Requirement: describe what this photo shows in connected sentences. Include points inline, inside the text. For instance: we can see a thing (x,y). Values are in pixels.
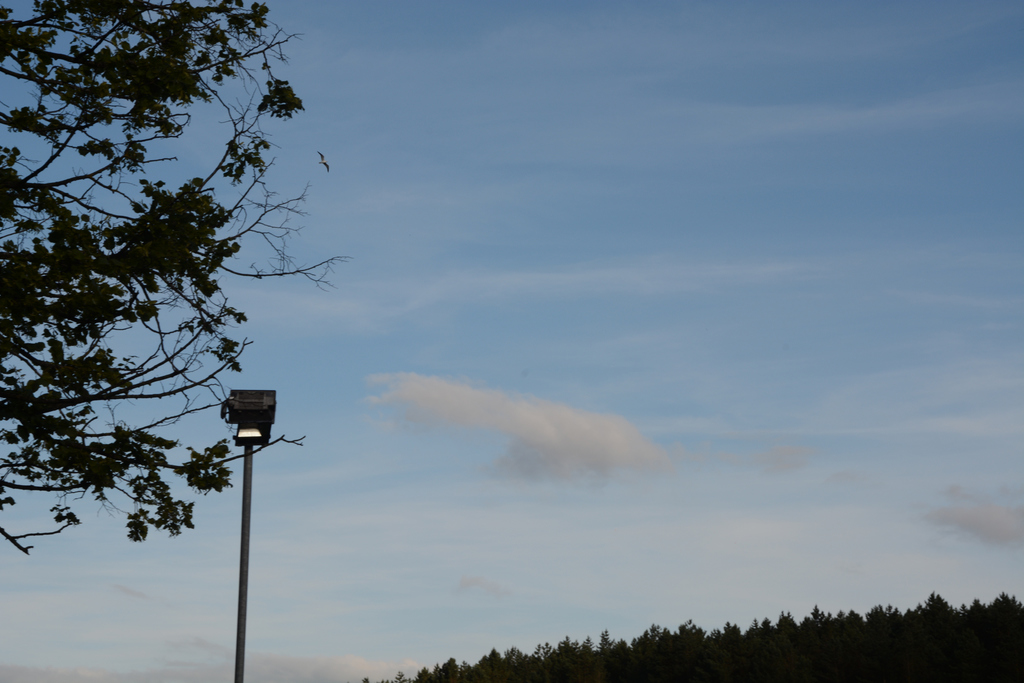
In the foreground of the image (251,431) we can see a light (267,430) placed on the pole (243,593). In the background (964,617), we can see a bird (323,154) flying in the sky (333,178), a group of trees (595,664) and the cloudy sky (655,347).
